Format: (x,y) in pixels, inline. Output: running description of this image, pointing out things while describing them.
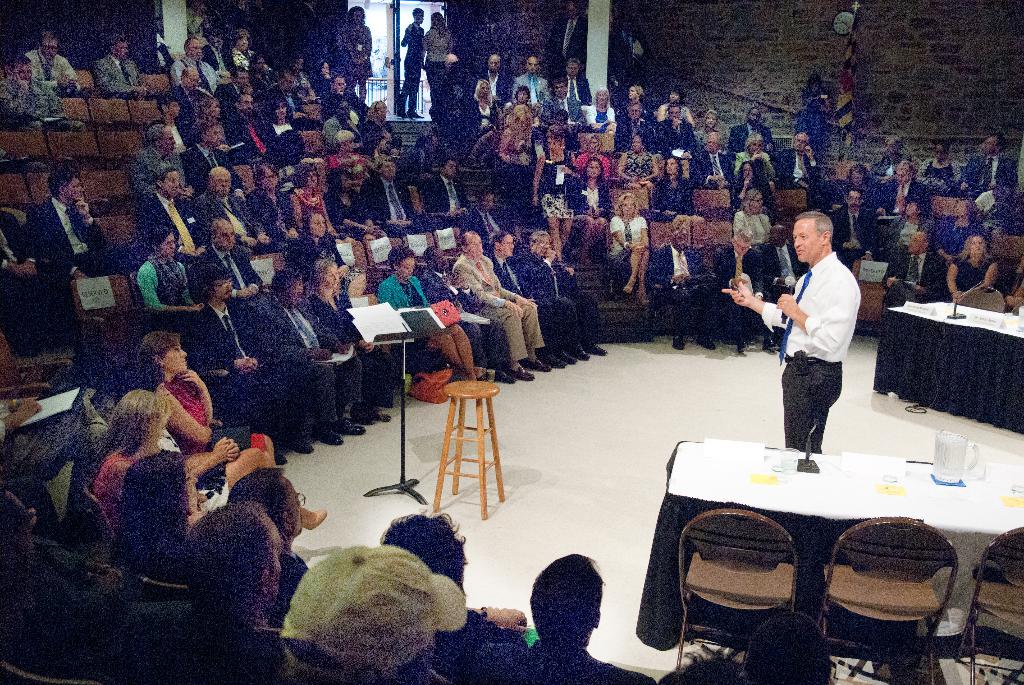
There is a group of people (315,677) who are sitting on a chair (1020,236). There is a person (816,279) standing on the right side (804,307). He is holding a microphone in his hand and he is speaking.
